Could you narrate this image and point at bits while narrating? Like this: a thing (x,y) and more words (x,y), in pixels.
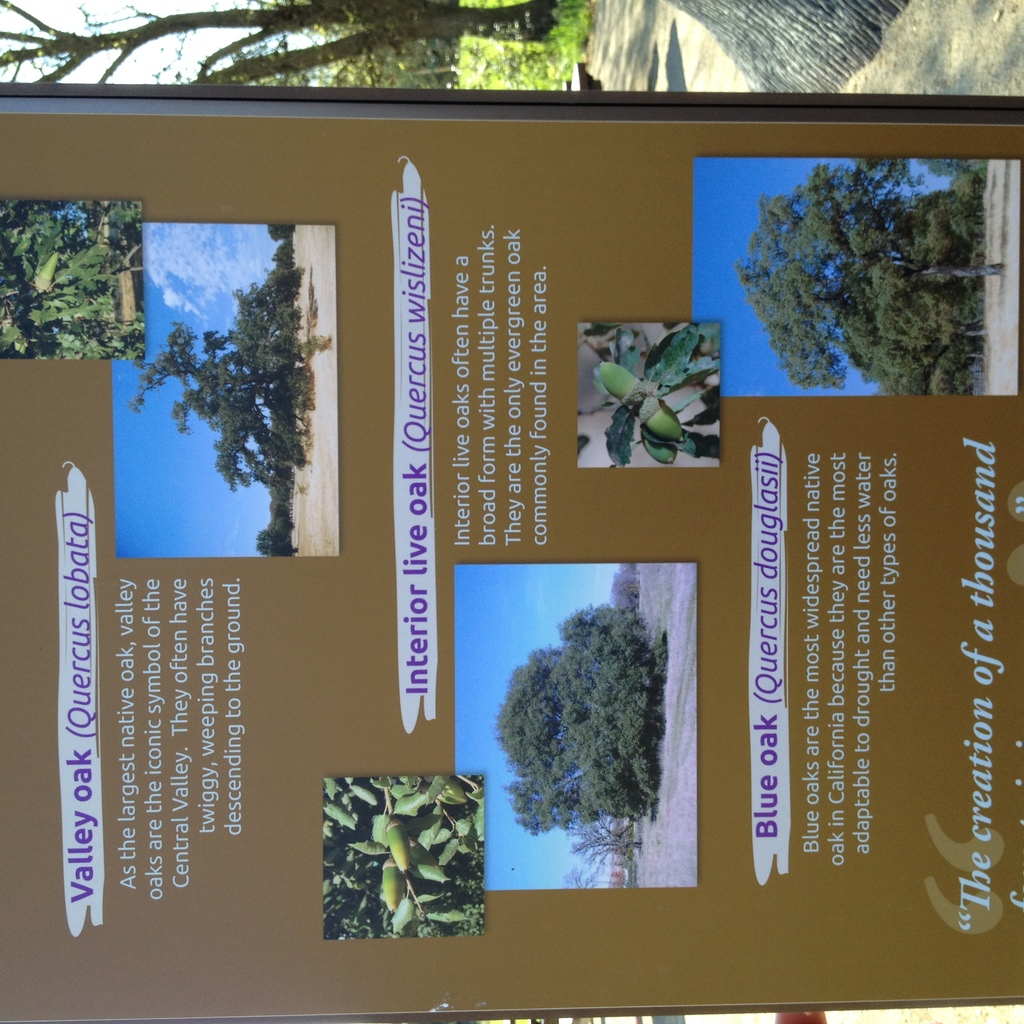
In this image, we can see a poster (1007,316), on that poster (953,964) there are some pictures (1,207) of the trees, in the background (538,81) we can see some trees (525,31).
